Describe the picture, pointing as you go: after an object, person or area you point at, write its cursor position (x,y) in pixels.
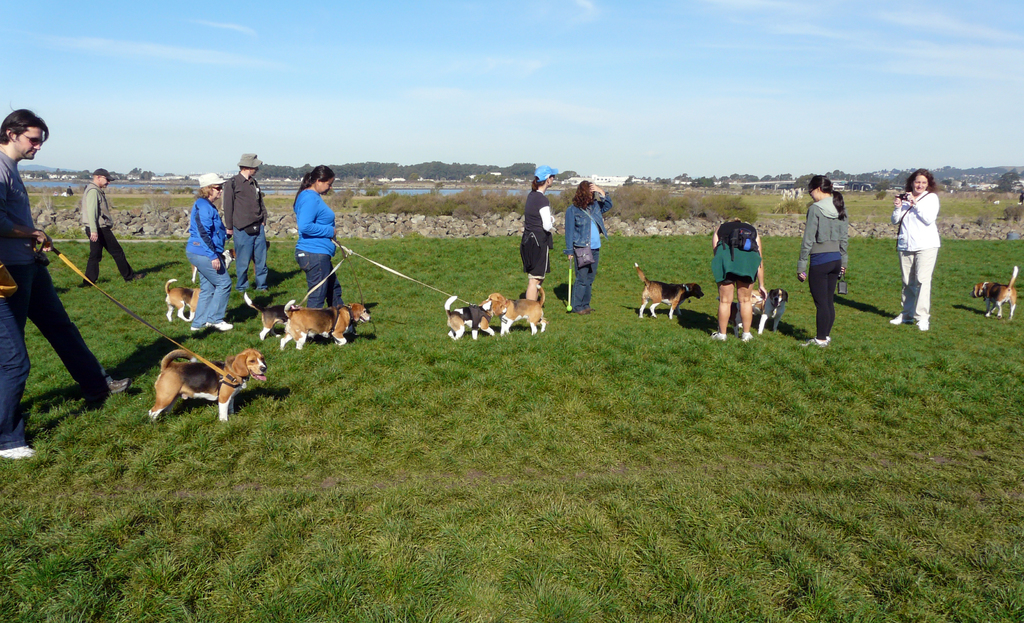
There are people (4,317) and dogs (679,296) on the grass (426,513). There are stones (388,227), water (399,190), trees (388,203) and buildings (386,177) at the back (339,173). There is sky (718,60) at the top (718,60).
